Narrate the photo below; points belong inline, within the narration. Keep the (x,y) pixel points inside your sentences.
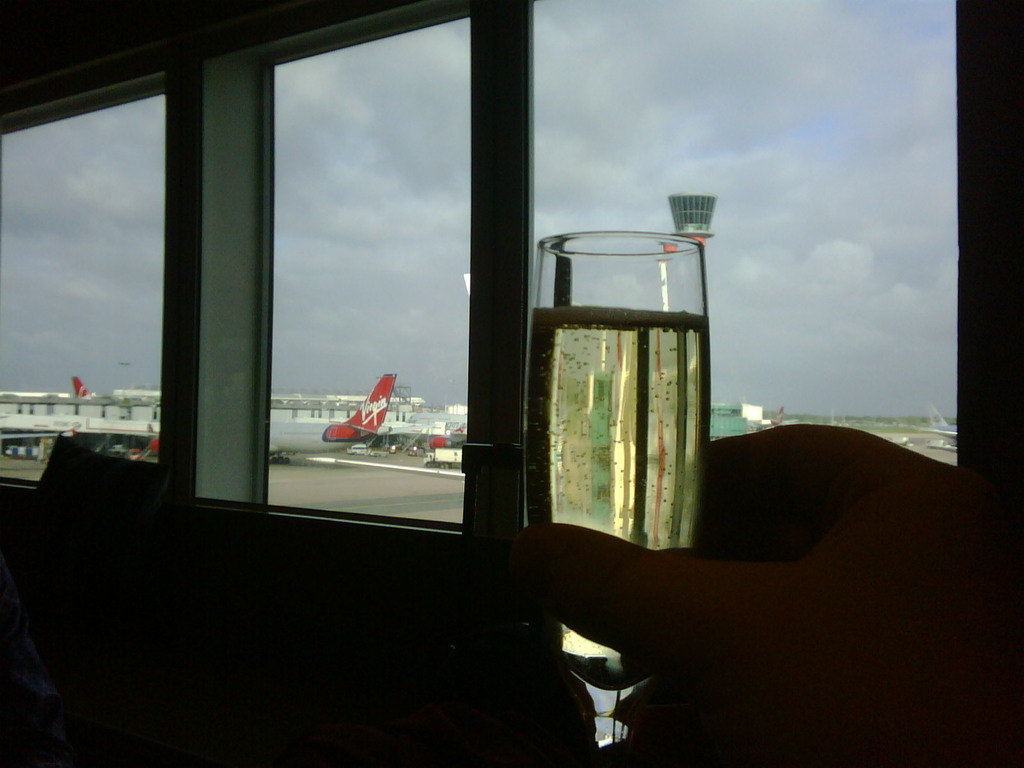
In this picture we can see a chair (51,540), glass (281,253), person hand (964,521) is holding a glass (643,406) with drink (641,389) in it and from the glass (299,298) we can see airplanes (452,436) on the ground (362,484), vehicles (451,452) and some objects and in the background (817,156) we can see the sky (574,229) with clouds (813,229).
